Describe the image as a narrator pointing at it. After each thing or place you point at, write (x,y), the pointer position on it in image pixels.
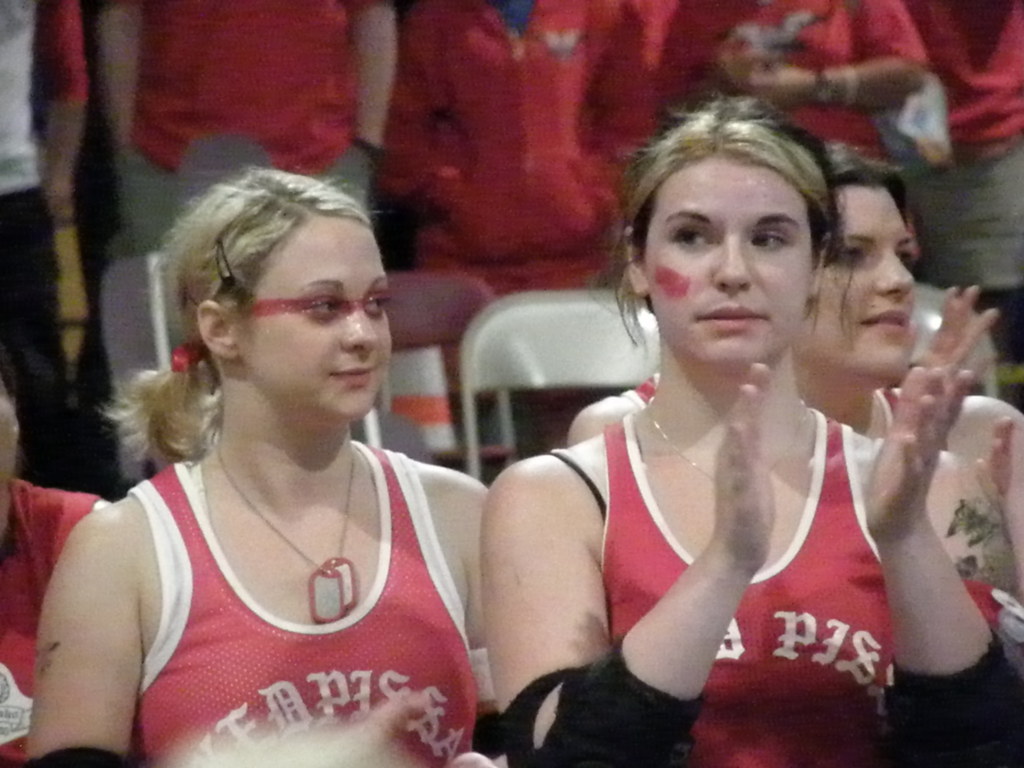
In this image we can see these women (690,267) wearing red color dresses (830,450) are here. In the background (23,336), we can see the chairs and a few people (419,243) are standing.
